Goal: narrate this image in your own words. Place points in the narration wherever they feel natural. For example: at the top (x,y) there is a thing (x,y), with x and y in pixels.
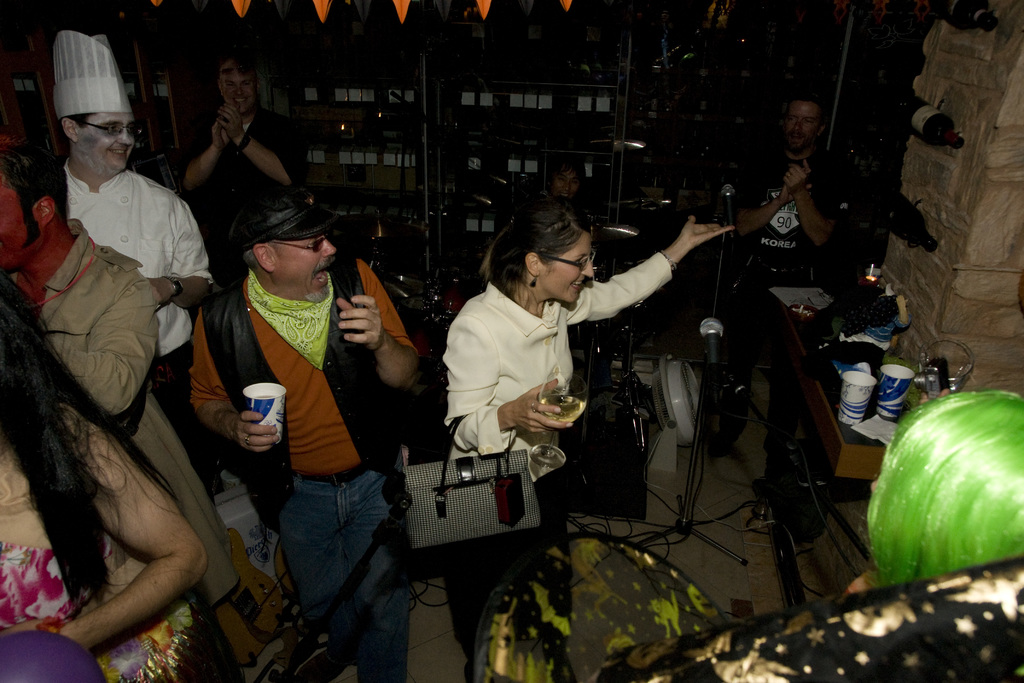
Background (174,114) portion of the picture is dark. In this picture we can see the people (23,187). We can see a man (387,309) and a woman (585,245) are holding glasses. On the right side of the picture (834,460) we can see a platform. On a platform (830,448) we can see glasses (893,413) and few objects (865,423). In this picture we can see microphones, stands (688,513), pillar (937,206), bottles (892,216) and objects (692,403).
